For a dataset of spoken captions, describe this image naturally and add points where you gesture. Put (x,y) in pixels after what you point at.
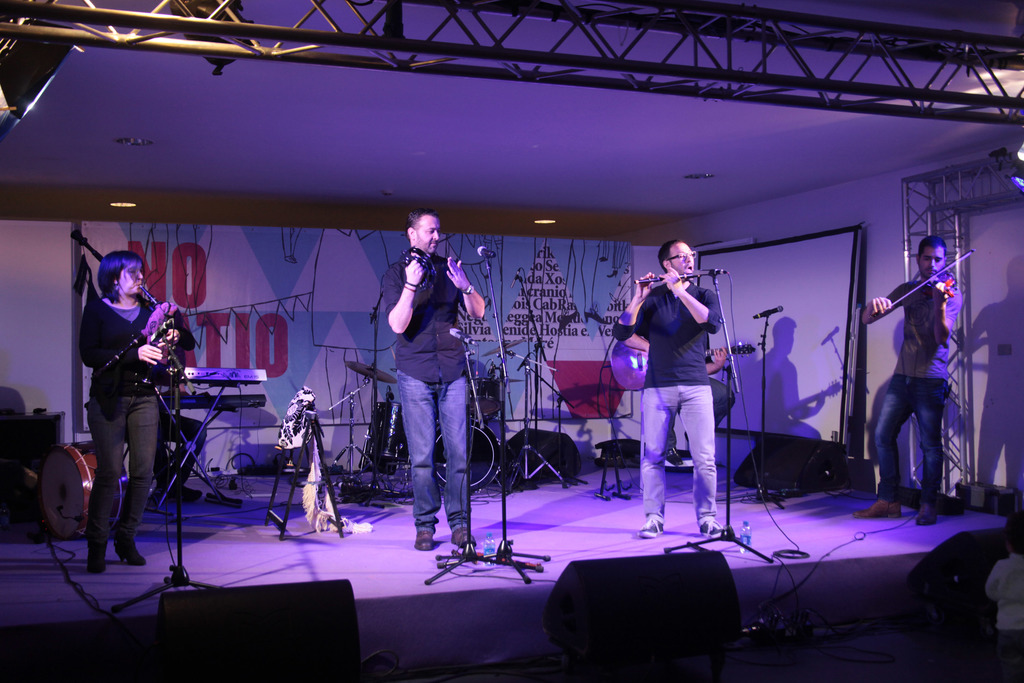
In this image there are four persons (686,340) standing on a stage (119,603) and playing musical instruments (113,361), in front of them there are mikes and speakers (333,641), in the background (592,372) there are musical instruments (238,381) and a banner (215,348), on that banner (628,243) there is some text (522,325), at the top (439,149) there is a ceiling (608,162) and lights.
